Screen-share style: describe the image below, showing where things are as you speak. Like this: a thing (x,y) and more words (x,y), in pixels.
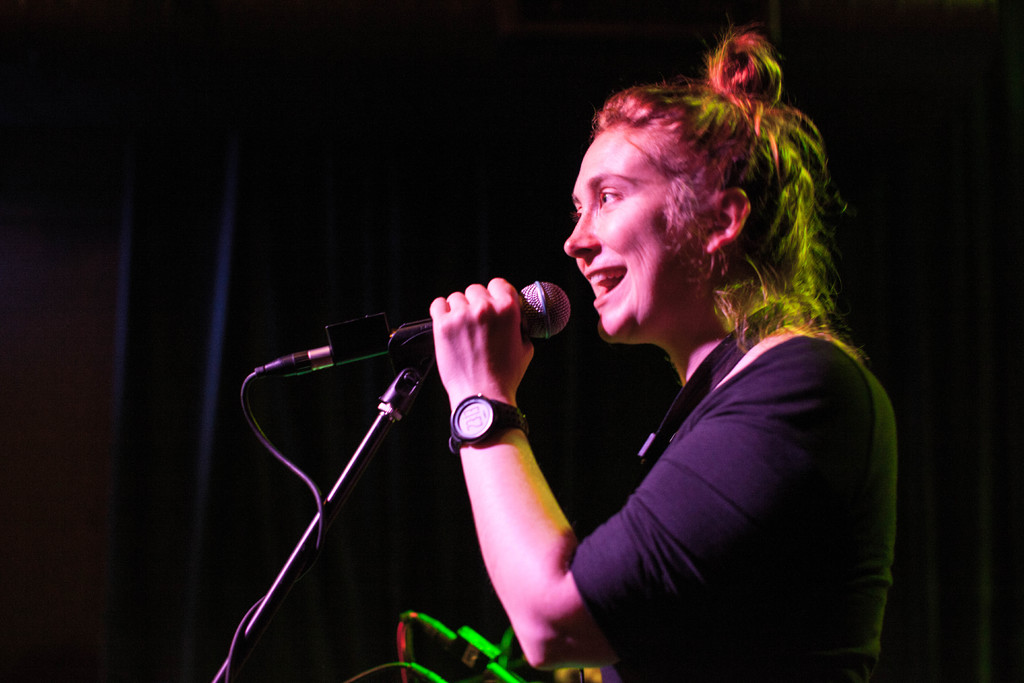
In this image we can see a woman (724,276) holding the mike (437,330) and also wearing the watch (500,408). In the background (266,346) we can see the black color curtain (151,381) and we can also see some wires (487,652) at the bottom (429,624).
